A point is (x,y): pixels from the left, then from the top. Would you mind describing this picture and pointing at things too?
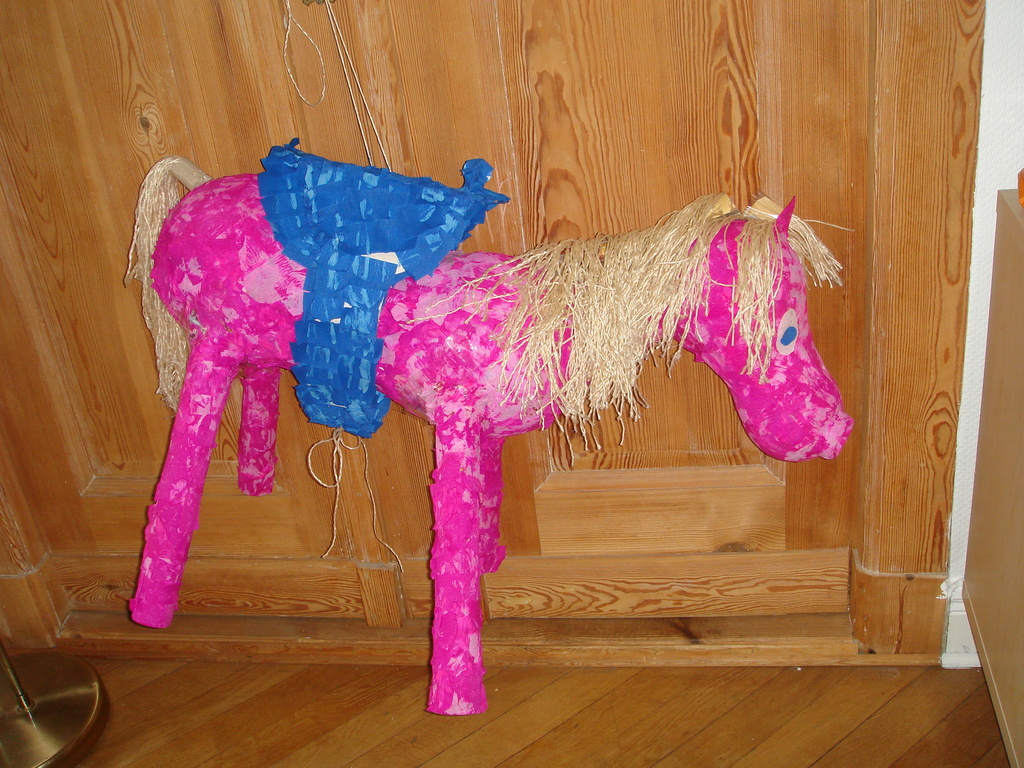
In this image we can see a toy (481,361), wooden floor (215,746), and objects (1000,688). In the background (805,124) we can see wooden wall (12,64).
